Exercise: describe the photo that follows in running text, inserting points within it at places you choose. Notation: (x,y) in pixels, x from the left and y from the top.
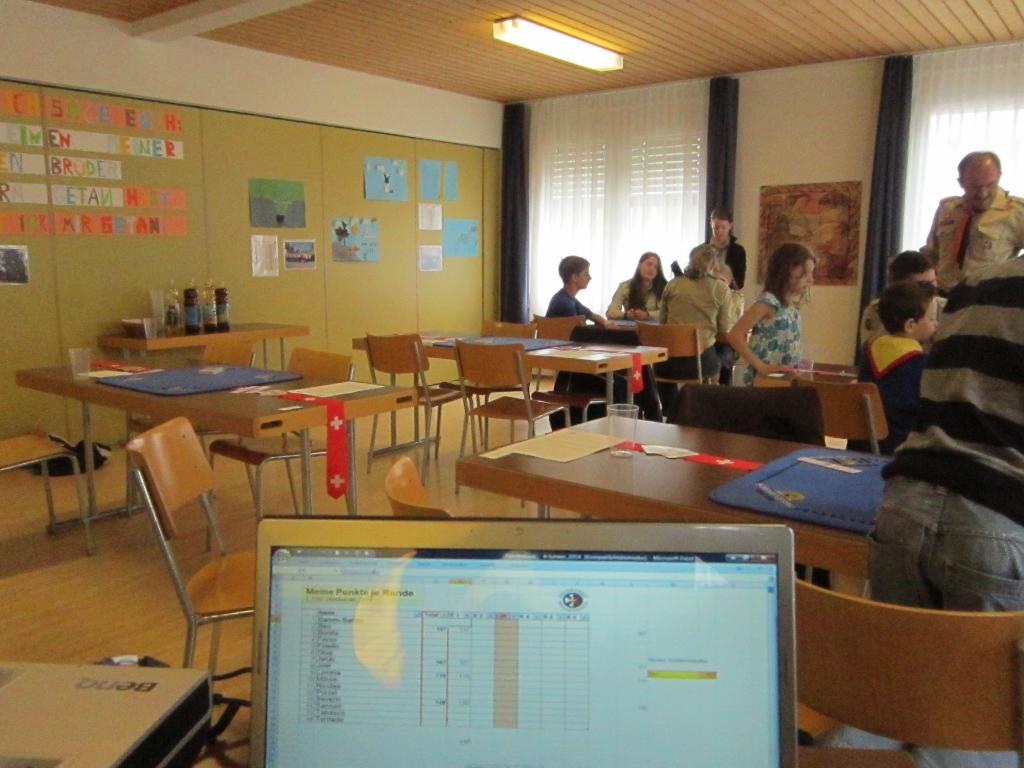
In this picture we can see some chairs (282,447) and tables (82,421) on the floor (66,575). This is light (577,54). And there is a wall (261,230). Here we can see some persons (639,285) are sitting on the chairs (673,340). And even we can see a person (972,245) who is standing on the floor (54,569). And this is the screen (507,663).
